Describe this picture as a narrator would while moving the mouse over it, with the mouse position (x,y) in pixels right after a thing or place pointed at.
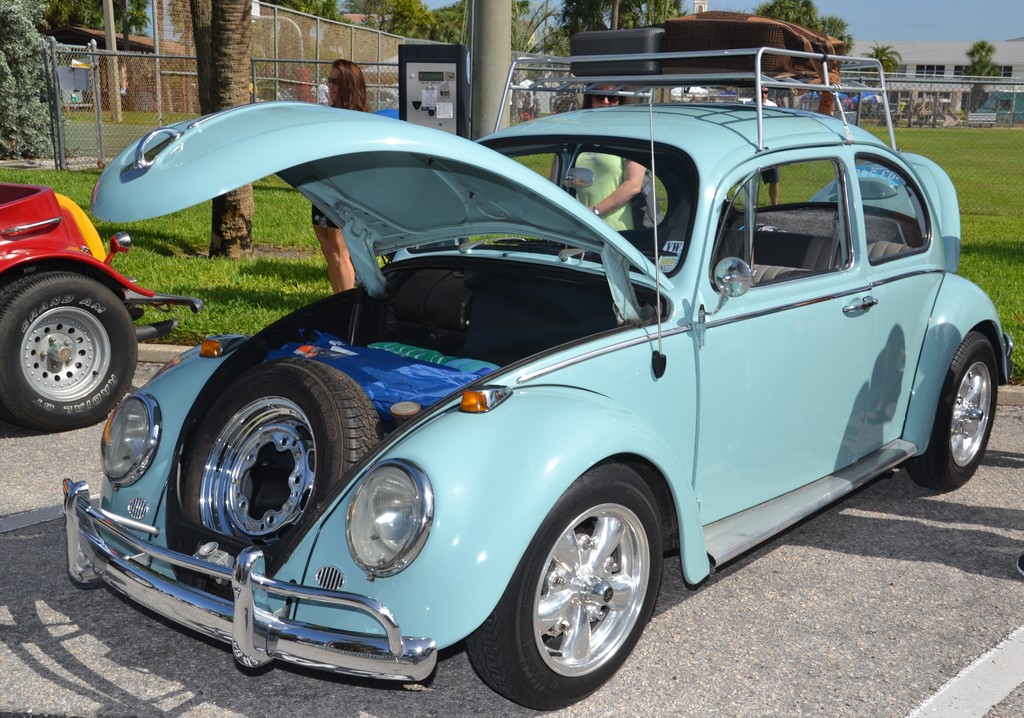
In this picture we can see two vehicles (111,447) parked on the road (123,614). Behind the vehicles (183,448), there are people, buildings (361,14), grass (233,266), fencing (268,57) and trees (517,30). Behind the trees (891,58), there is the sky (949,11).
